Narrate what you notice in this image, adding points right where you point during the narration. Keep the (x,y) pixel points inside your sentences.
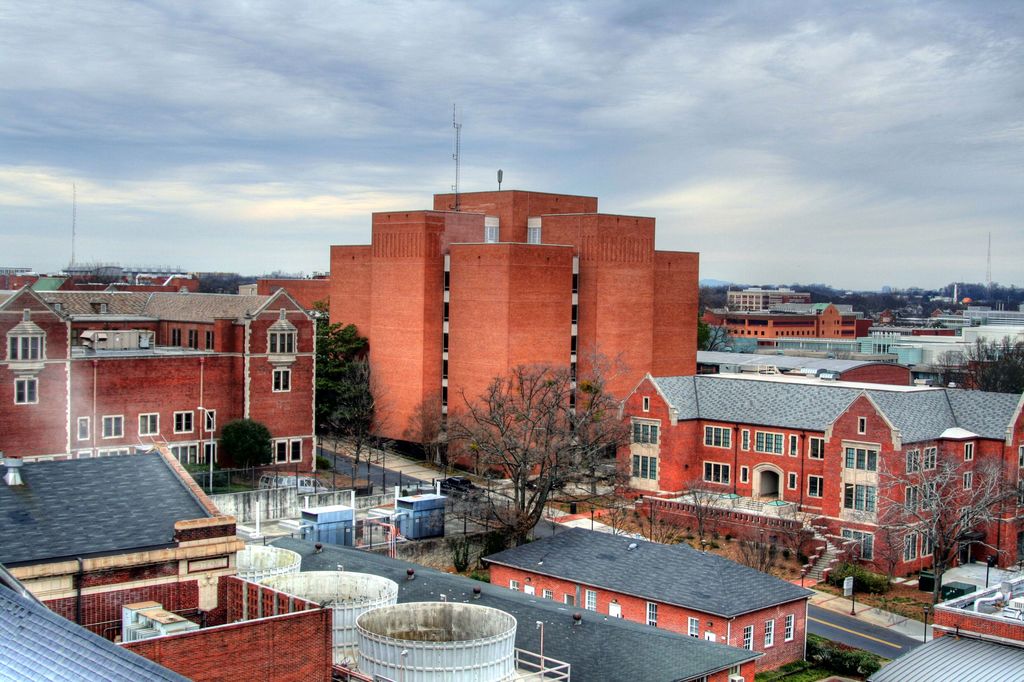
There are houses (342,547) and trees (488,533) in the foreground area of the image (494,545) and buildings (303,288), trees (980,293), it seems like poles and the sky (430,180) in the background (602,127).
